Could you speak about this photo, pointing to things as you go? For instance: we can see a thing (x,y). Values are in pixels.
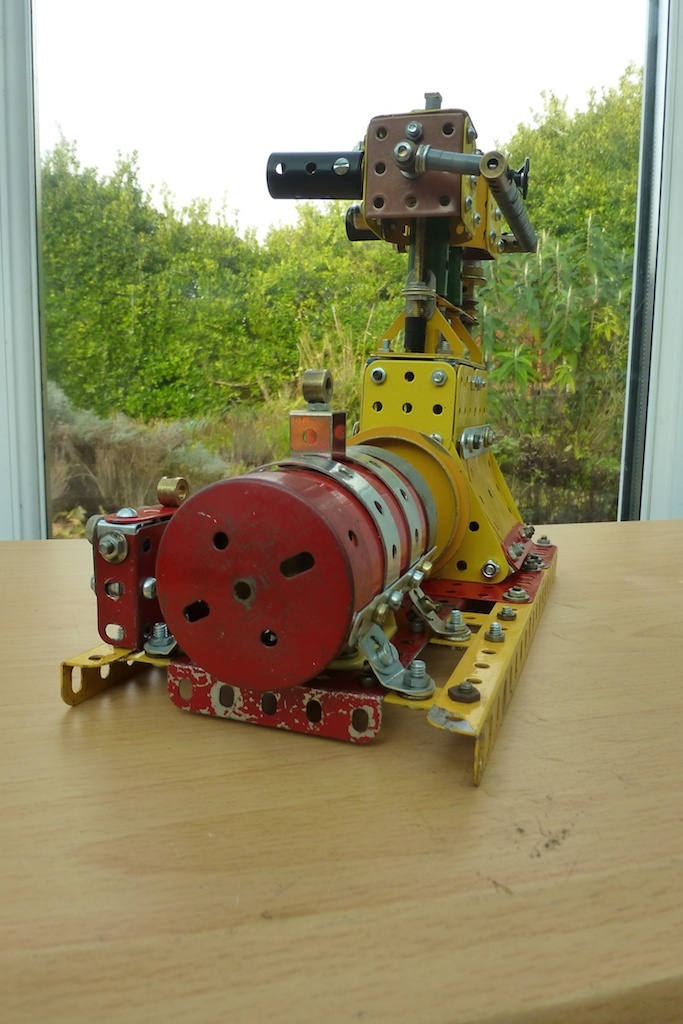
In this image in the foreground (409,473) there is one machine (419,542) on the table (406,846), and in the background (555,383) there is a window (40,502) and some trees (553,295).
